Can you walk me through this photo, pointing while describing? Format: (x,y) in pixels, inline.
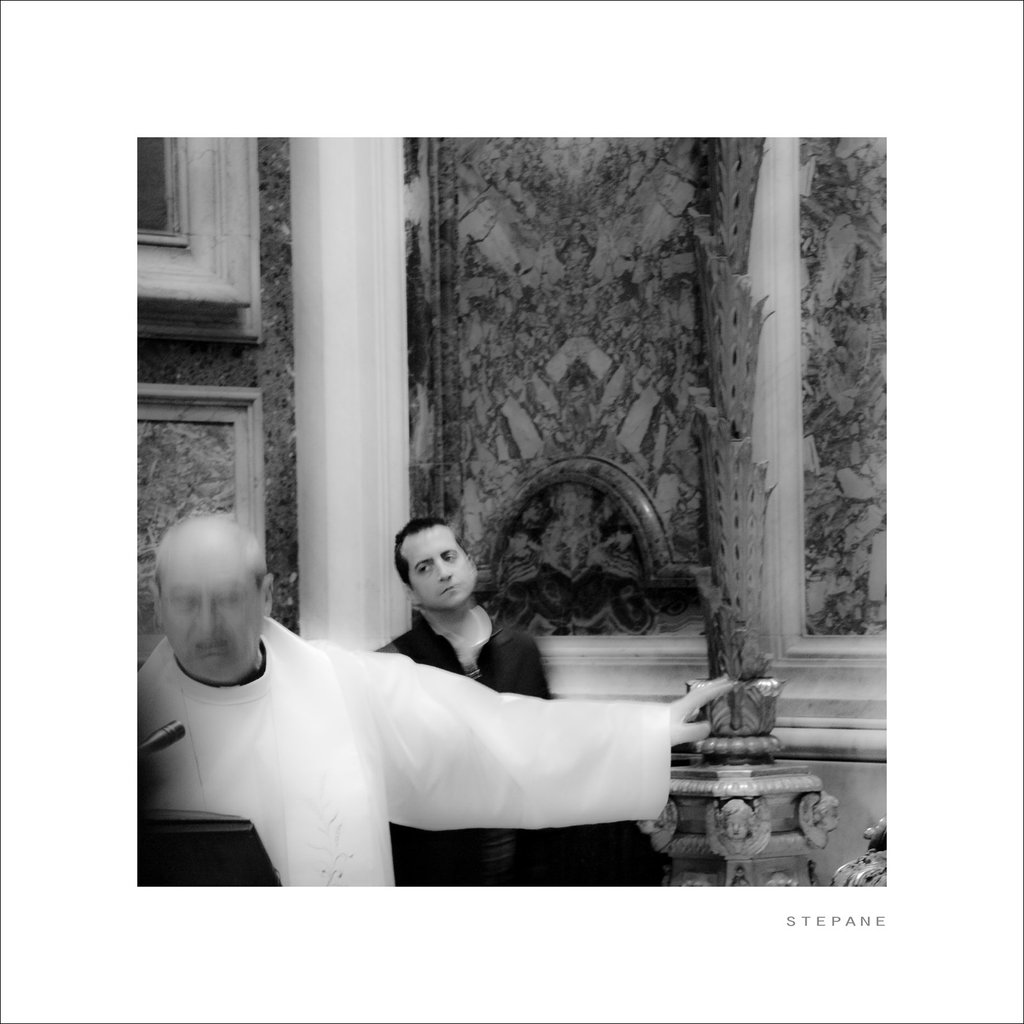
This is the image of a photo where there are two persons (454,788) in the building (790,701), a microphone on the podium (173,819), a flower pot (726,722) and frames (251,327) attached to the wall (266,454).
